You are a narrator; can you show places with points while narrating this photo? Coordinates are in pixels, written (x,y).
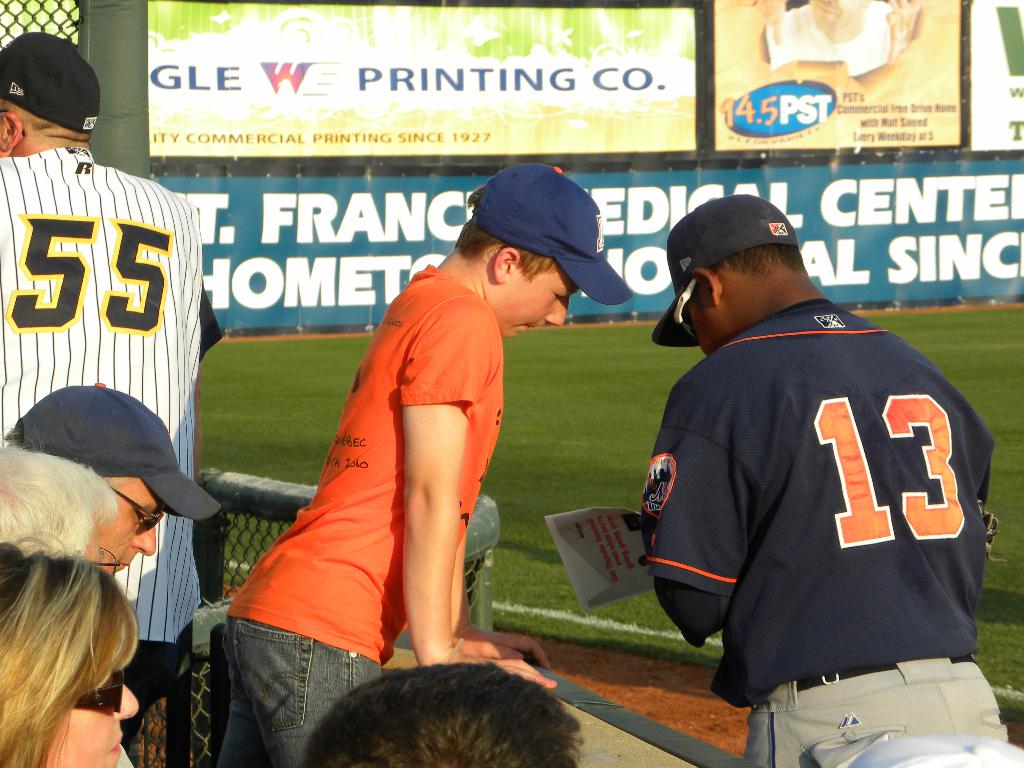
In this image I can see number of people (492,297) and I can see few of them are wearing caps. On the right side of the image (895,541) I can see one person (708,498) is holding a white colour paper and on it I can see something is written. In the front of them I can see the fence (225,490). In the background (501,621) I can see an open grass ground (997,479), number of boards (965,262) and on it I can see something is written.
